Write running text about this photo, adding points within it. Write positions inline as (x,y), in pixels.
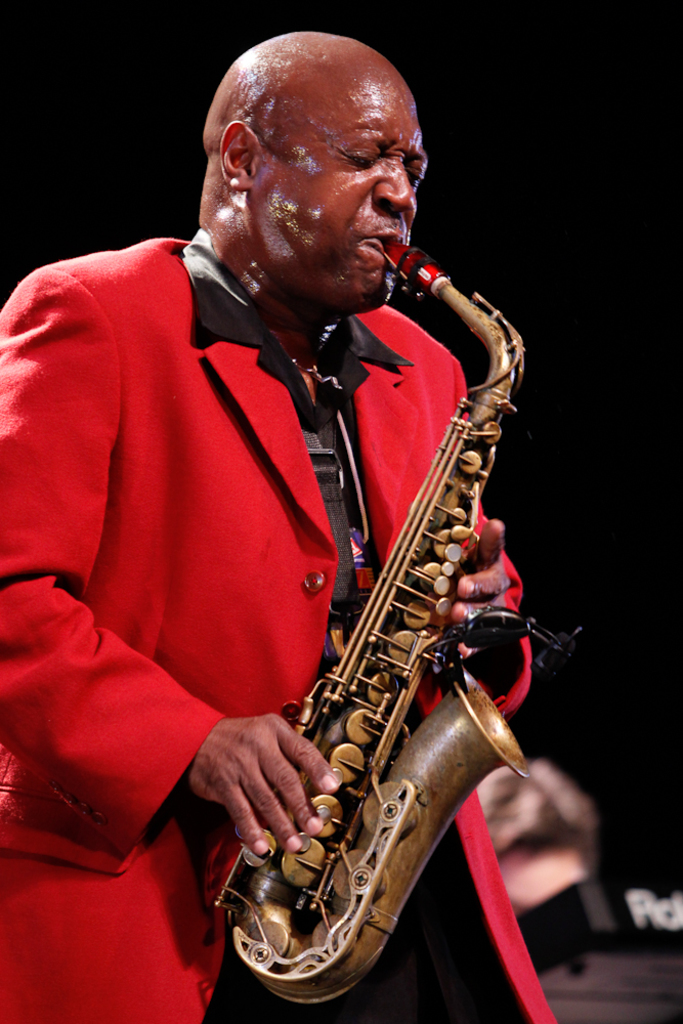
In this image there is a person (322,552) playing saxophone (396,561).
